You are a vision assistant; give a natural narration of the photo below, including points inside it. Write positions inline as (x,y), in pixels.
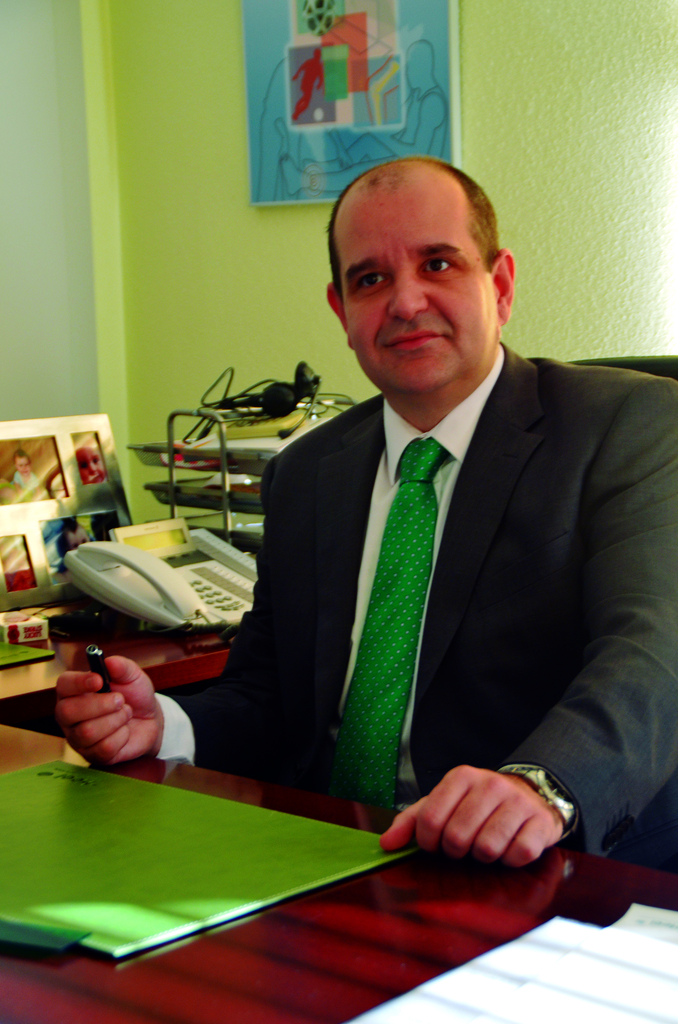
In this image, we can see a person (219,739) holding an object (98,663) and sitting on the chair (630,359) in front of the table (364,975). This table (401,939) contains colored cardboard plank (147,930). There is a telephone (167,595), photo frame (60,549) and rack (236,532) on the left side of the image (223,591). There is a wall art (288,123) at the top of the image (352,113).
